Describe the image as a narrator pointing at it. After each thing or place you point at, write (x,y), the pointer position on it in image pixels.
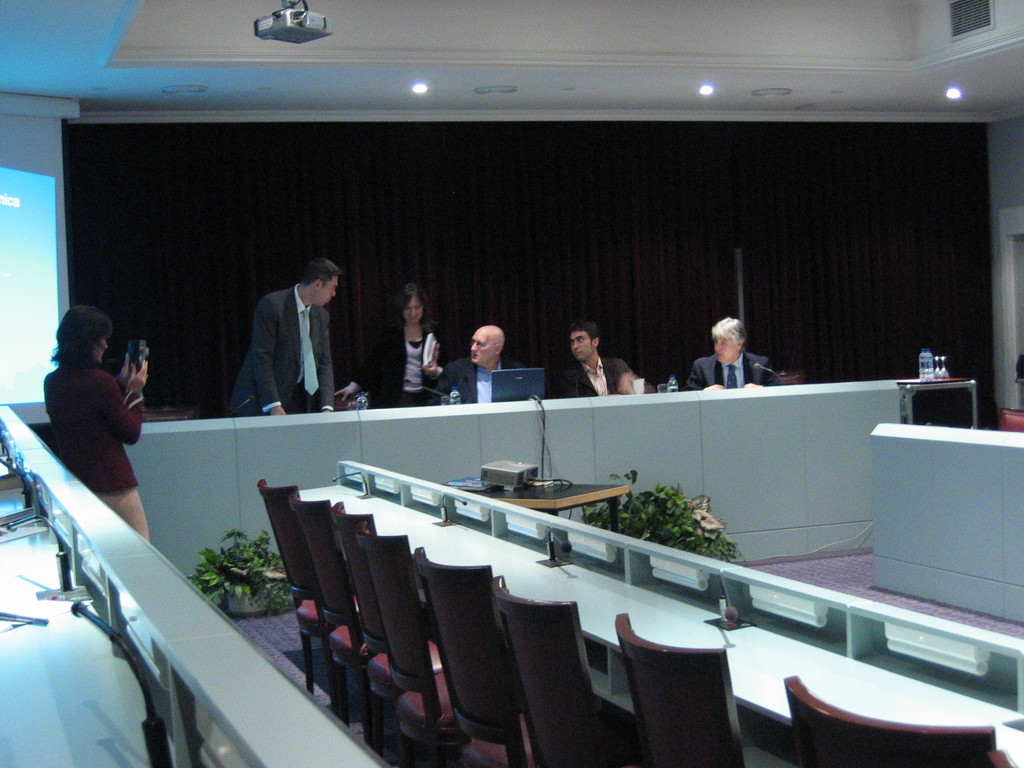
In this image there are tables (199,596). On top of it there are mikes (70,571). There are chairs (637,679). At the bottom of the image (815,572) there is a mat (806,560). There are flower pots (253,603). There is a table (570,498). On top of it there is some object (522,484). There are people (481,341) sitting on the chairs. In front of them there is a table (413,413). On top of it there are water bottles (457,391). There is a laptop (514,380). On the left side of the image (104,334) there is a person (115,423) holding the phone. In the background of the image (548,189) there are curtains (561,190). There is a screen (26,214). There is a projector (271,21). On top of the image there are lights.
